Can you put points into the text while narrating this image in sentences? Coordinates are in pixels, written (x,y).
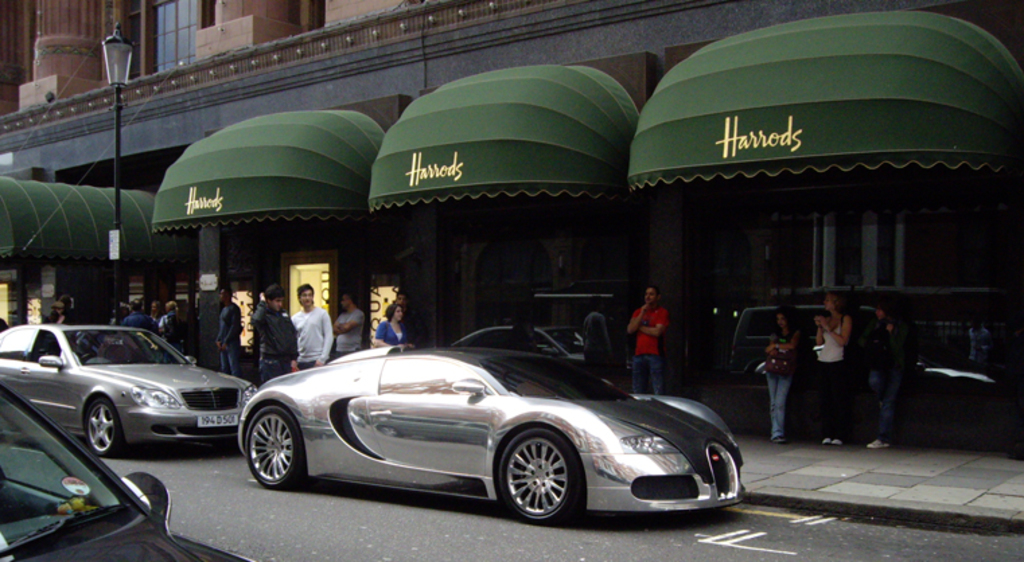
This is the picture of a place (642,176) where we have some cars (344,361) on the road (132,455) and there are some people (316,356) on the path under the green color thing (542,156) and to the side there is a pole (118,166) to which there is a light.
